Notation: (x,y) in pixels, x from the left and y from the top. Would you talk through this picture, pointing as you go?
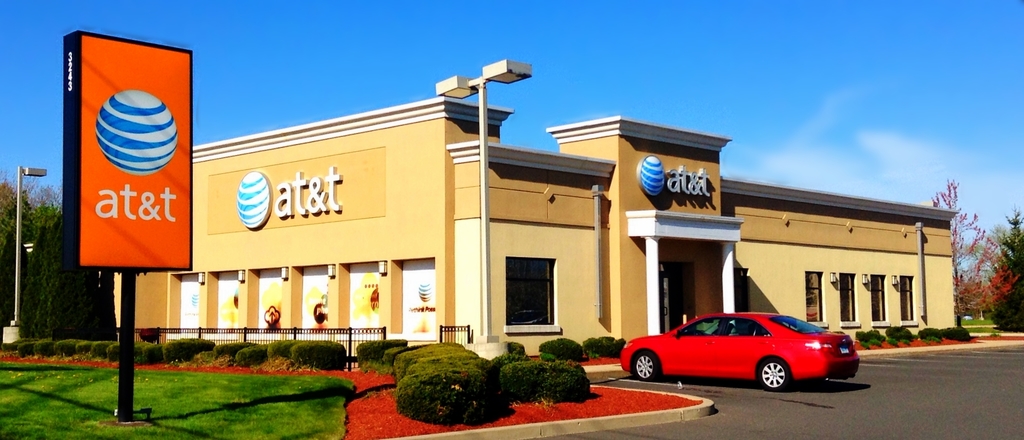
In this image at front there is a building (516,222). In front of the building (702,299) there is a car (775,357). Beside the building (215,316) we can see metal fence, plants (427,362). At the left side of the image (230,392) there is grass (205,401) on the surface (177,395). We can see board (107,169), street light (19,215), trees (29,236). At the top (804,60) there is sky (789,64).
